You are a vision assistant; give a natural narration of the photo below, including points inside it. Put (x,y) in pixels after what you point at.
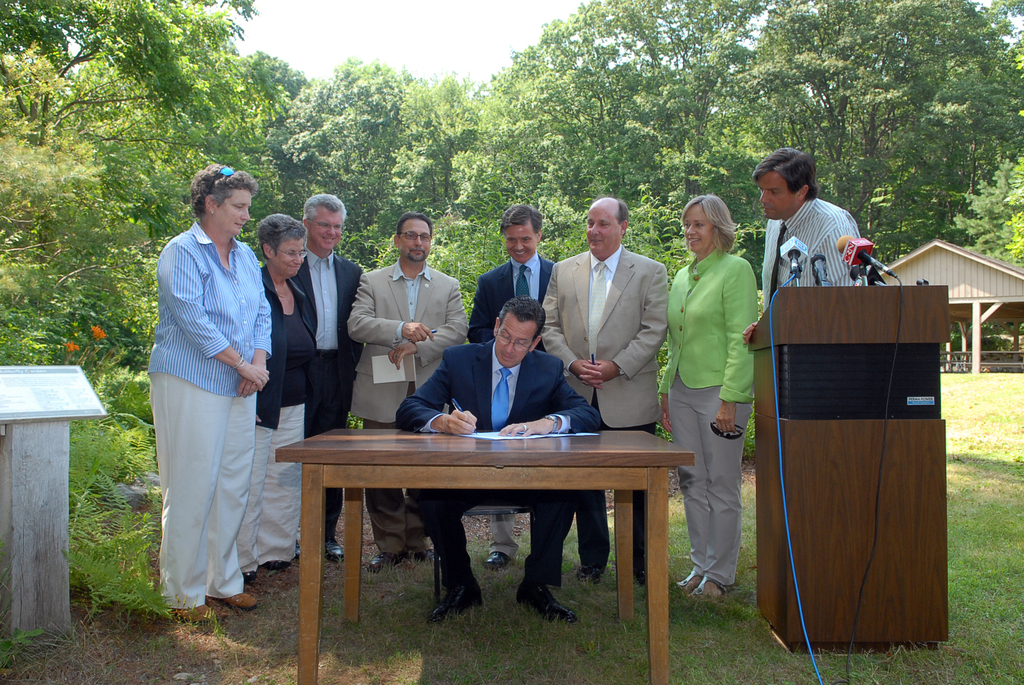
In this picture we can see man (542,385) sitting on chair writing with pen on paper (531,437) placed on table (450,469) and a group of people (276,285) are watching at him and here we can see podium (767,425) and on podium (892,295) we have mics (800,263) and in the background (551,111) we can see trees (609,70), sky (414,31) and house (983,264) with pillars (978,347).
